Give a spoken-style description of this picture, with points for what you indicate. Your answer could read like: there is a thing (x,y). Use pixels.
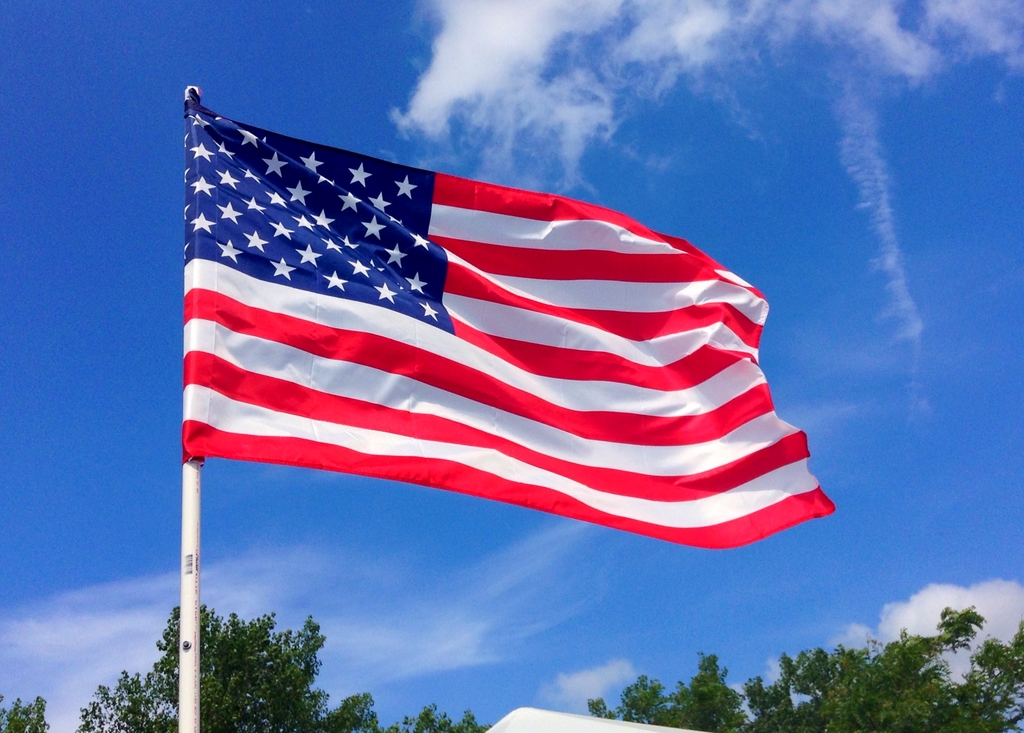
In this image we can see a flag (236,426) and a pole (186,527). At the bottom of the image (648,695) we can see branches (770,692) and leaves (253,639). In the background (623,58) there is sky (623,58) with clouds (913,603).
